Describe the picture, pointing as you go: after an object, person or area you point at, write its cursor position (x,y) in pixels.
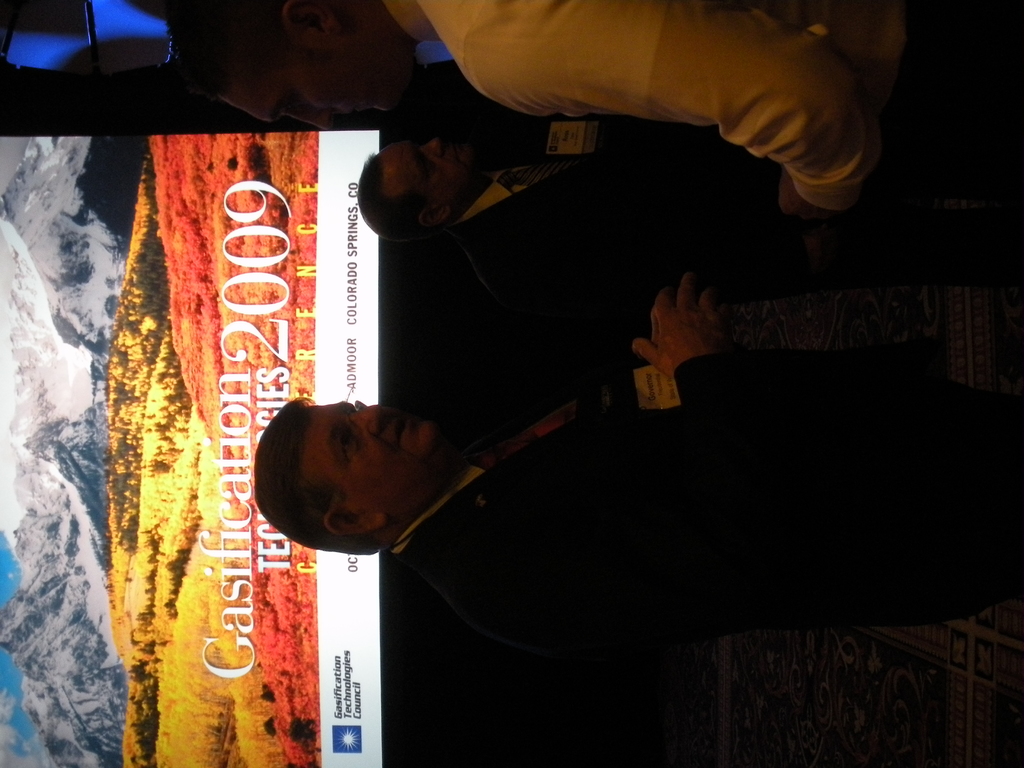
In this image I see 3 men (979,473) over here in which these both are wearing suits (540,418) and I see the floor (753,718). In the background (162,764) I see a screen (74,245) on which there are few words (300,390) and numbers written and I see the snowy mountains (52,545) and the plants (171,426) and I see the sky (1,755).
